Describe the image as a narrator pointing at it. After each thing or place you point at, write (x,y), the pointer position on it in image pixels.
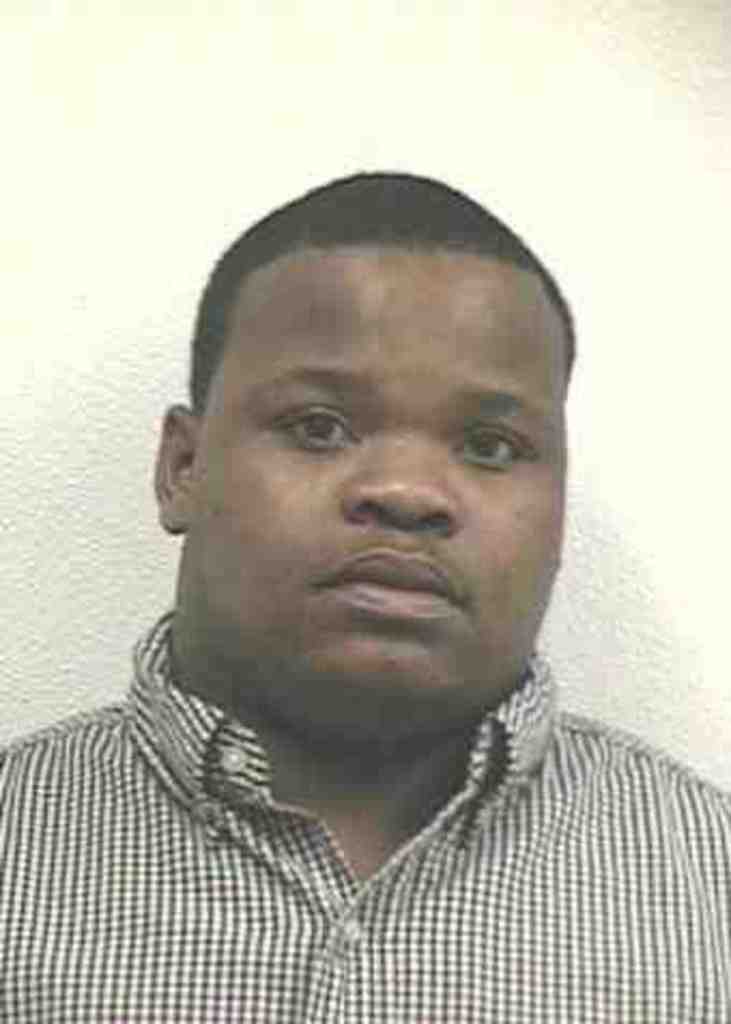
In this image we can see a person (486,628), he has black hair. There is a colored background (122,263).
